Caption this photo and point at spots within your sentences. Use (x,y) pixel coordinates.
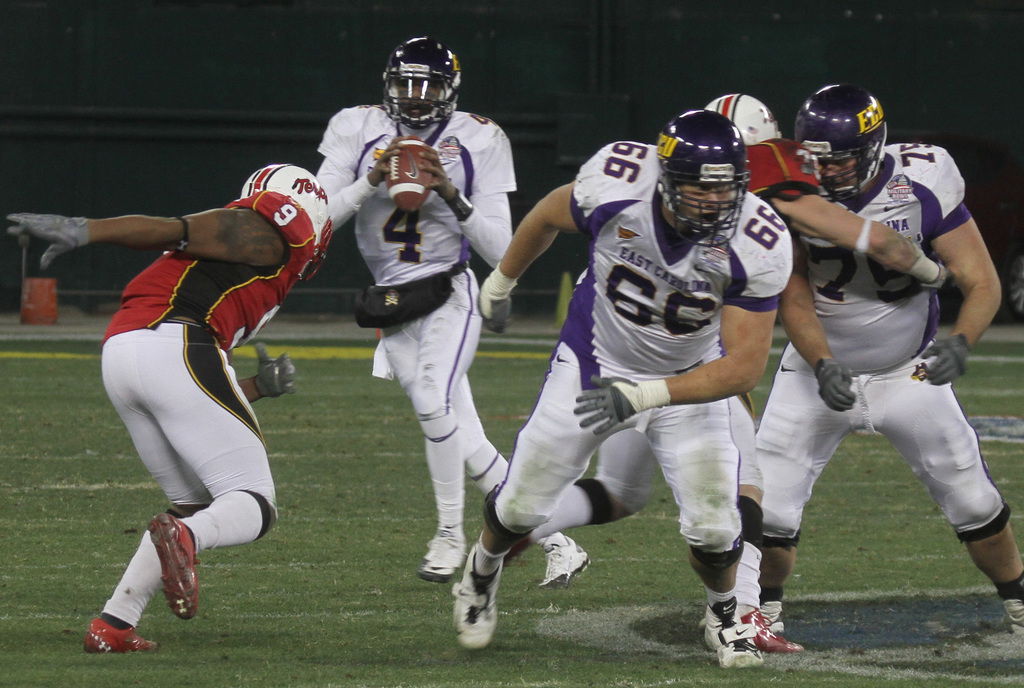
Front portion of the image we can see people (722,239). These people (652,269) wore helmets (708,172) and one person (449,165) is holding a ball (414,152). Land (304,482) is covered with grass (371,468). Background (126,50) it is dark.
